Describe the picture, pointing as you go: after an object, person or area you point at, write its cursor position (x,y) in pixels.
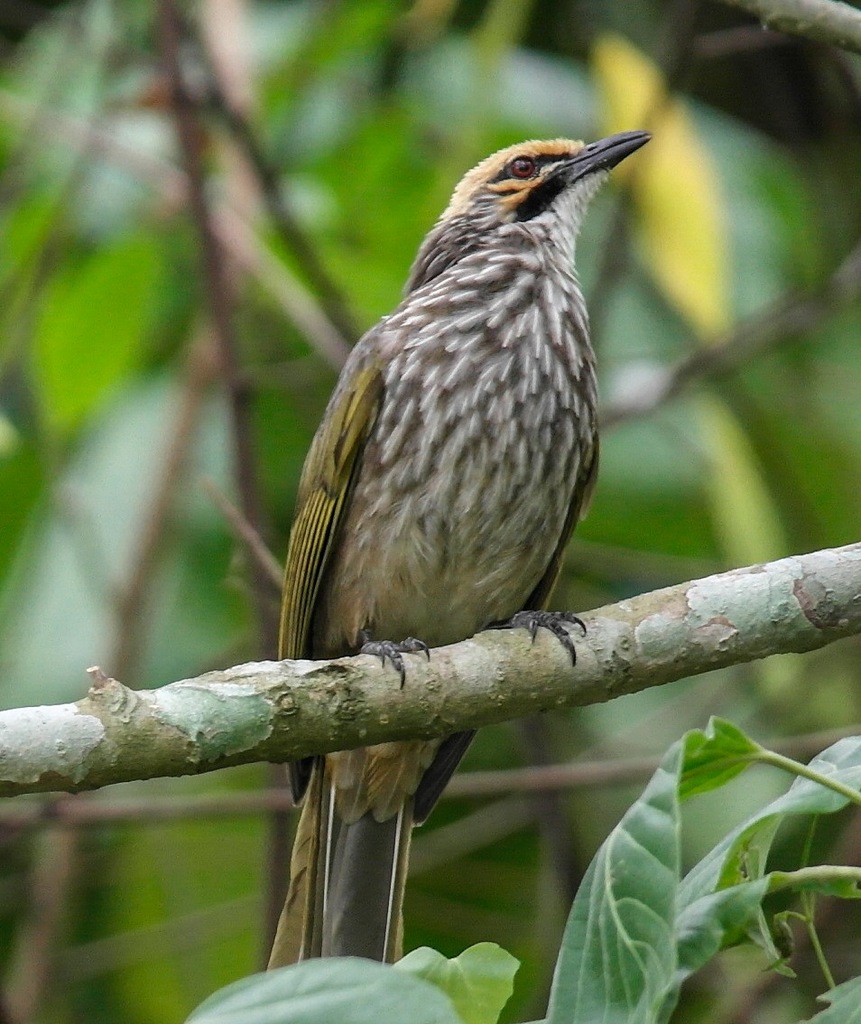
In this image I can see a bird (497,408) which is cream, black, orange and yellow in color on a tree branch (509,637). I can see the blurry background (303,227) which is green, brown and yellow in color.
